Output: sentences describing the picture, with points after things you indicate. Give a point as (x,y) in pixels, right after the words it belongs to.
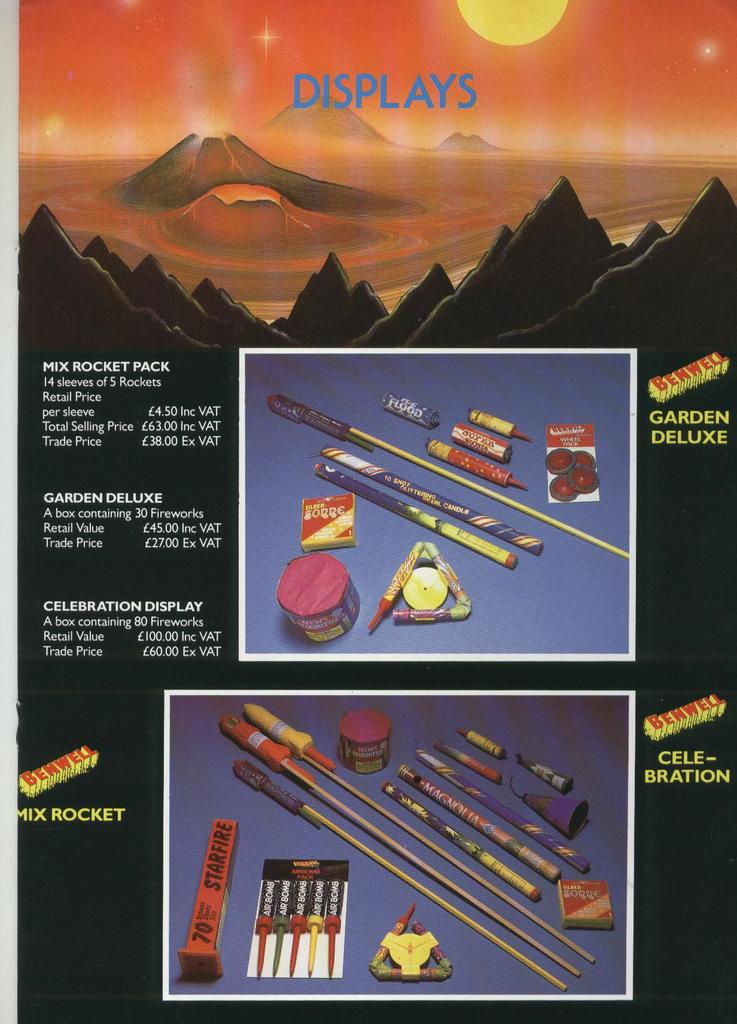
In the image there is a poster (244,493) and there are different types of crackers images (340,569) in the poster (329,652) and beside the images (340,553) the prices (211,636) of the crackers (339,542) were mentioned.
